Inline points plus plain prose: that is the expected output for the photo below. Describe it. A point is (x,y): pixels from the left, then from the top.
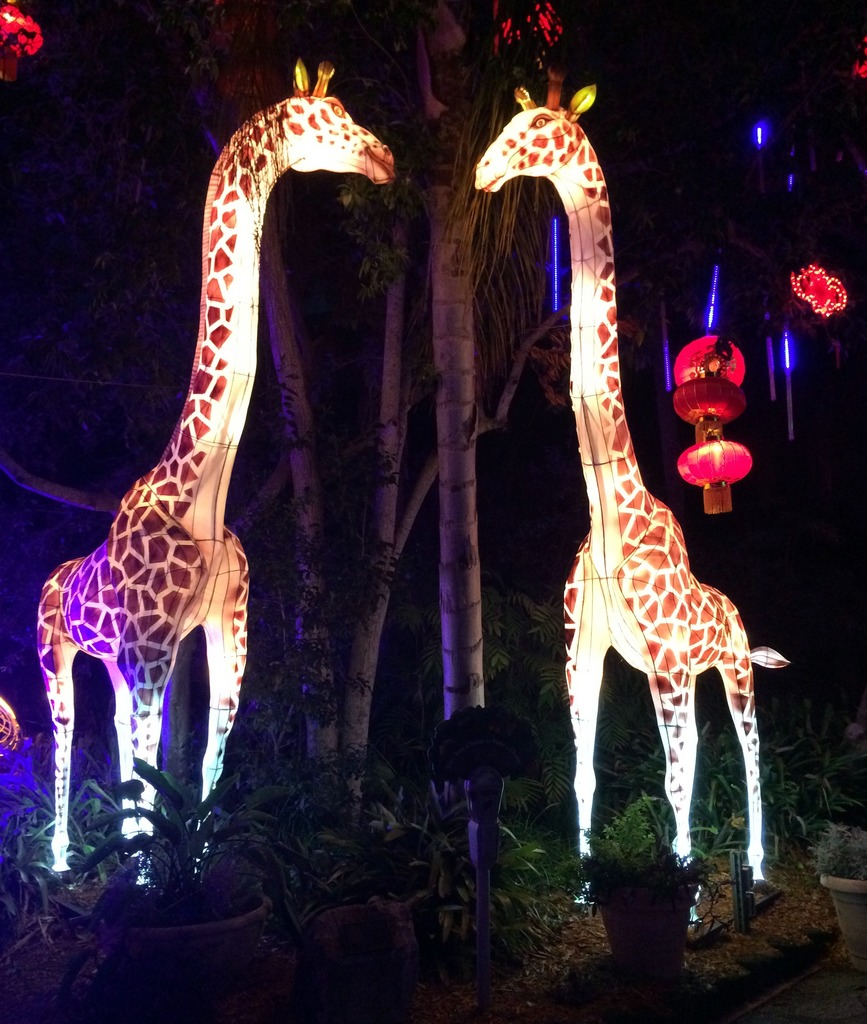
In this picture I can observe statues (257,197) of two giraffes (580,583). There are some plants (301,894) on the ground (12,1004). I can observe some trees (288,518). The background (682,122) is completely dark.
